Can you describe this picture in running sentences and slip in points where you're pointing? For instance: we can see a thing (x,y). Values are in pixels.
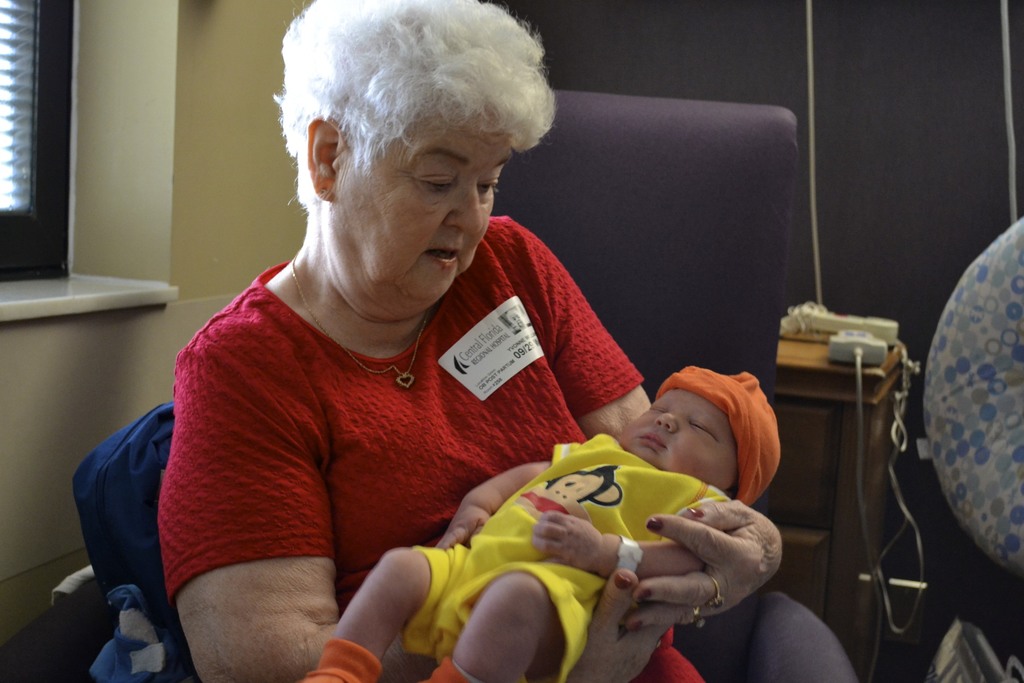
In the image there is a woman (294,411) sitting and holding the baby (556,644) in her hands (602,669). Behind her chair (745,310) there is a table (835,385) with a few items (837,348) on it. On the left side of the image (62,26) there is a window (62,39) on the wall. And on the right side of the image (988,496) there is a cloth (1003,408). And there is a black curtain (943,199) in the background (934,212).
